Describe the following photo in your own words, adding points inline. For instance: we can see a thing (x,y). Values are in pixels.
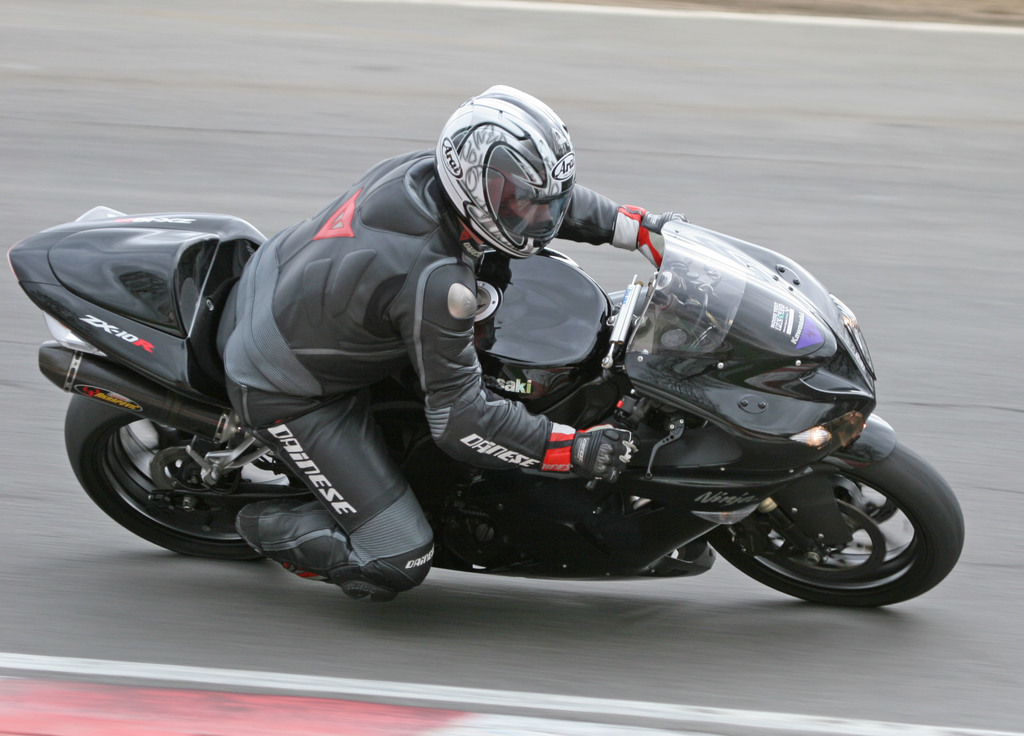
In the center of the picture (362,392) there is a person (321,270) in black jacket (348,311), wearing helmet (495,181), he is riding a bike (658,487).
